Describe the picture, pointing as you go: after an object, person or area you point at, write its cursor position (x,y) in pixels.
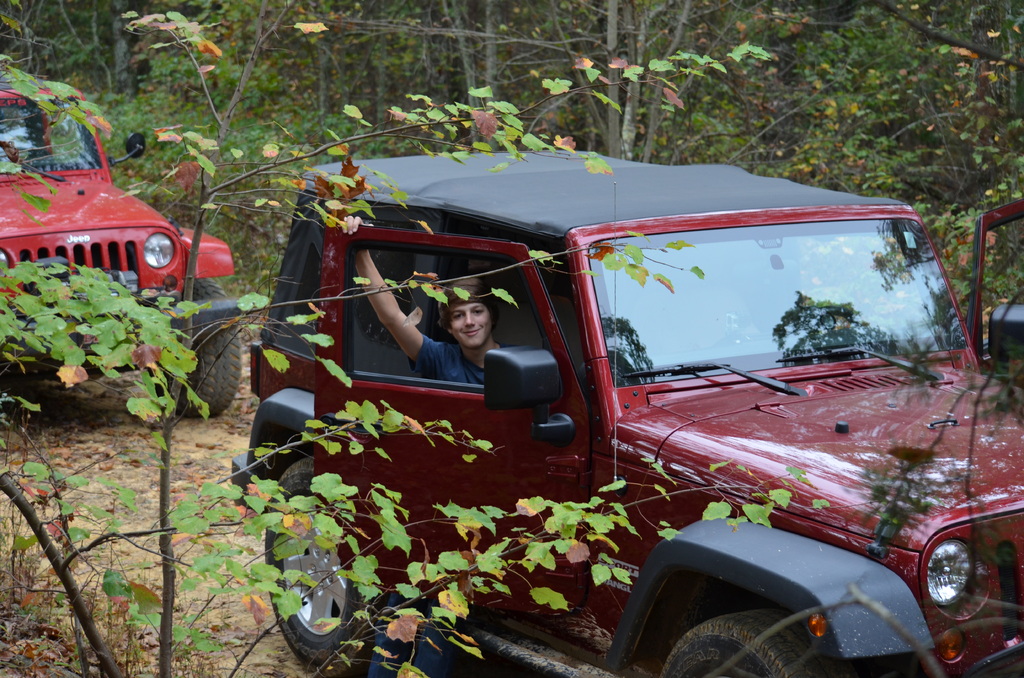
In this image we can see some vehicles (335,334) and a person (395,309). In the background of the image (540,120) there are trees (397,97). On the left side of the image (254,463) there is a tree (560,542).
